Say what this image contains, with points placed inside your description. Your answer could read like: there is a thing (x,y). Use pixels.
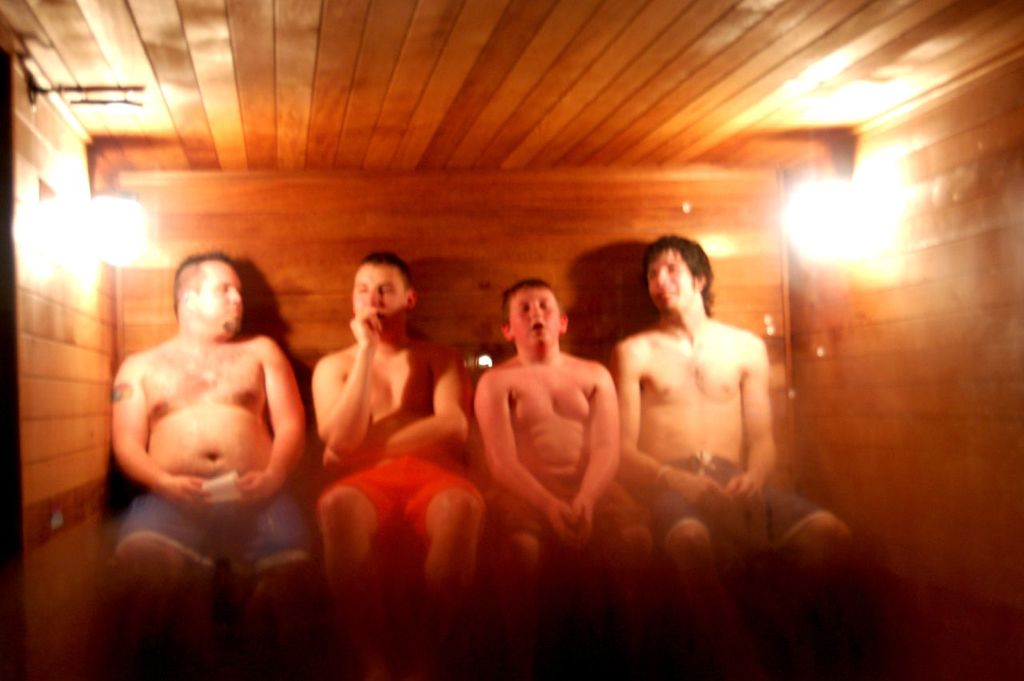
There are four persons (581,376) in different color shorts (213,534) sitting on a bench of a room (173,100). The room (175,107) is having wooden walls (569,216) and two lights (858,232) arranged on the walls (577,184).
